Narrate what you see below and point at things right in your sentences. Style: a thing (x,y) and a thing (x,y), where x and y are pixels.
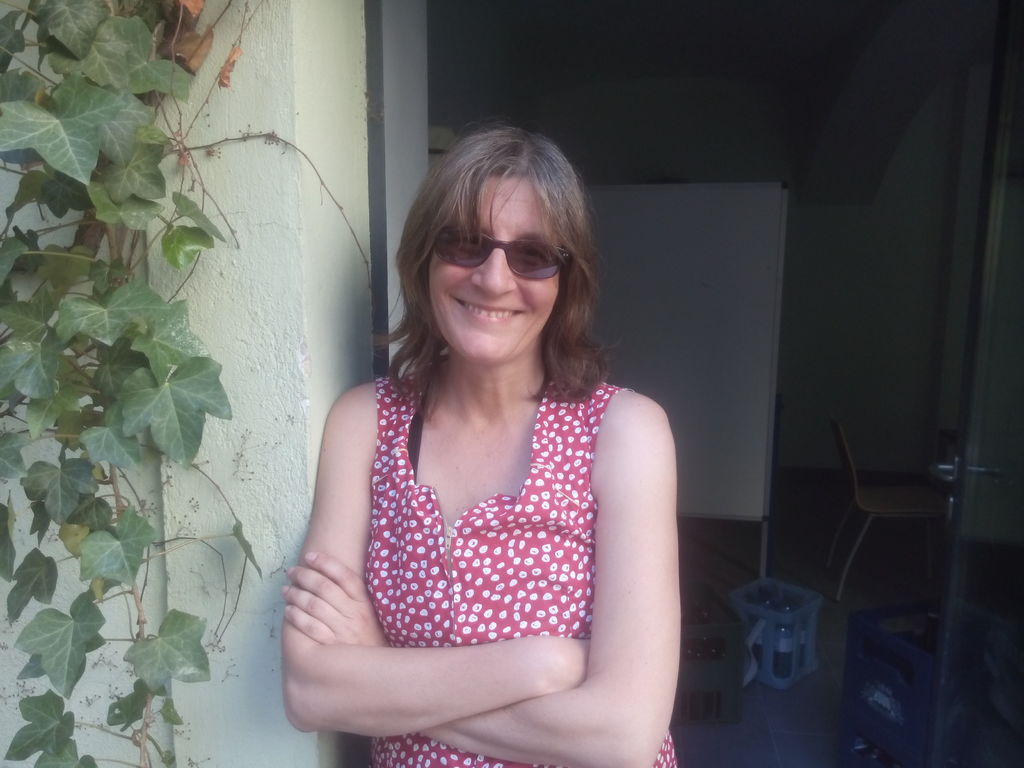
In the center of the image (435,404) we can see woman (445,638) standing at the wall (239,723). On the left side of the image (40,573) there is a creeper (118,697). In the background (688,488) there is a chair (874,489), board (706,373) and wall (666,174).
